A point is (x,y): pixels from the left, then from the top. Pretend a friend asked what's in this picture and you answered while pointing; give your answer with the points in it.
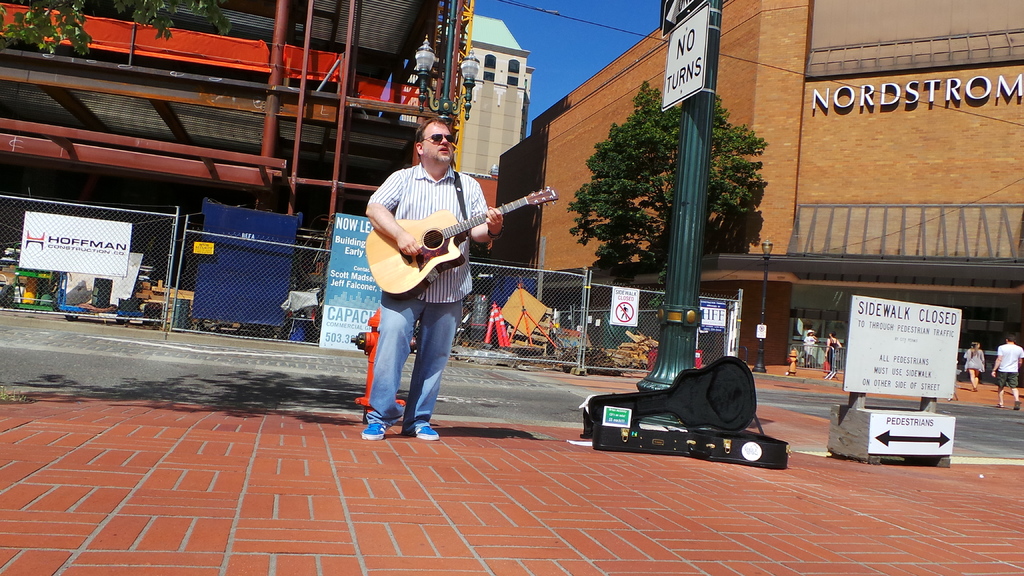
In the center (437,195) we can see one man (396,223) standing and holding guitar (431,252). And coming to the background (825,202) we can see building (762,234) named as "Nordstrom". And we can see fence (552,285), some sign boards (622,311), traffic pole (691,295), street light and few persons (1023,352) were walking on the road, trees (629,145), sky (563,33) etc.
